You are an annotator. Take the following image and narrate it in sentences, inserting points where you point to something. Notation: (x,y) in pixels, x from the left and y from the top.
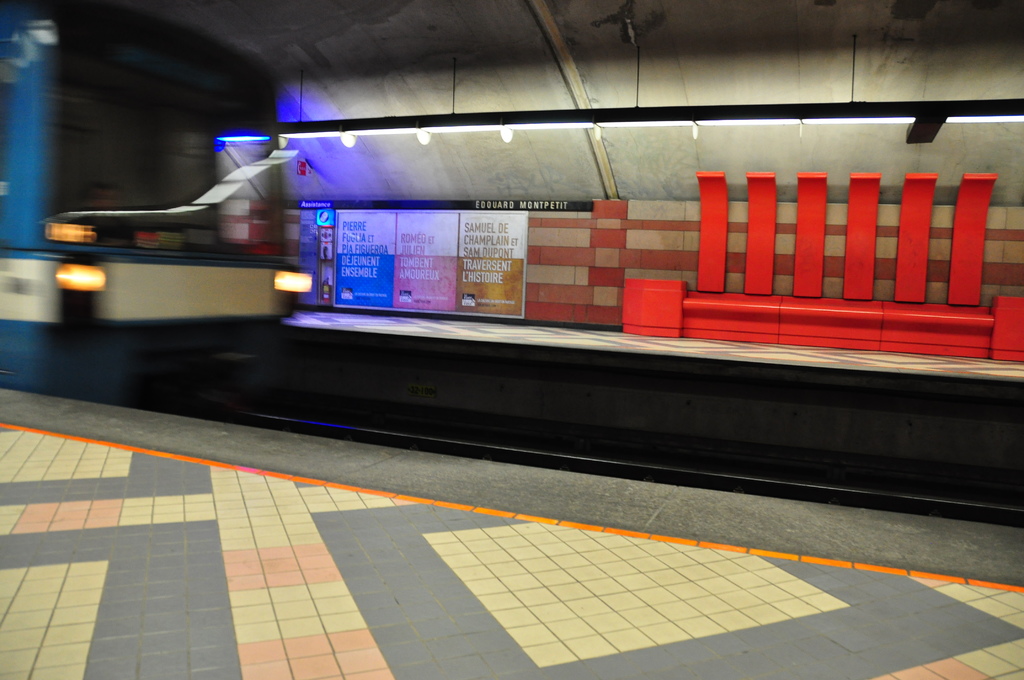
There is a train (223,274) which is having two lights (61,281) on the railway track (351,425), near a platform (82,424). In the background (539,359), there is a platform (1014,381), near a wall (568,229) on which, there are posters (339,226) and near a bench (861,295), there are lights (292,137) attached to the roof (395,80).
